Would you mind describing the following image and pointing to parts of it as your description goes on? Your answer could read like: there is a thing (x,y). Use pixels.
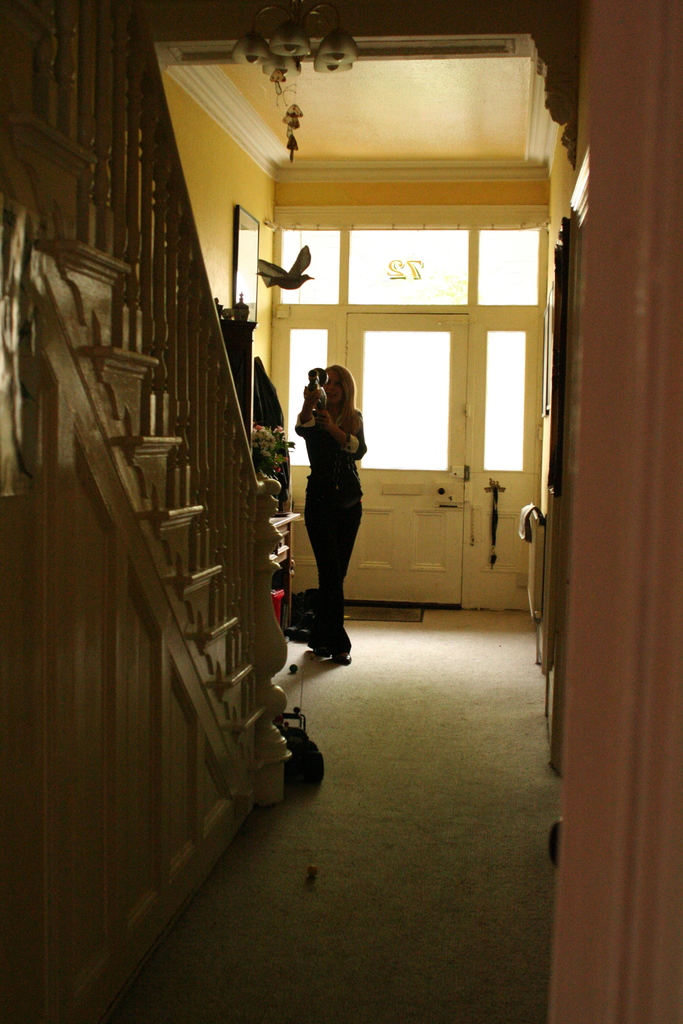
In this image there is a woman (307,434) standing by holding an object (314,385) in hand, in front of the woman (311,423) there is a wooden staircase (76,266) with wooden fence (235,540), beside the woman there are some other objects (254,452) on the platform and on the walls (231,262) there are photo frames (241,275), from the top there are lamps (264,65) hanging, behind the woman (308,412) there is glass door (359,357) and windows (433,240) with a number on it, on the right side of the woman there is a room heater (532,565) with some object (527,527) on it and there are photo frames (564,299) on the wall (542,450) and there are some objects (298,733) on the floor (350,800).
